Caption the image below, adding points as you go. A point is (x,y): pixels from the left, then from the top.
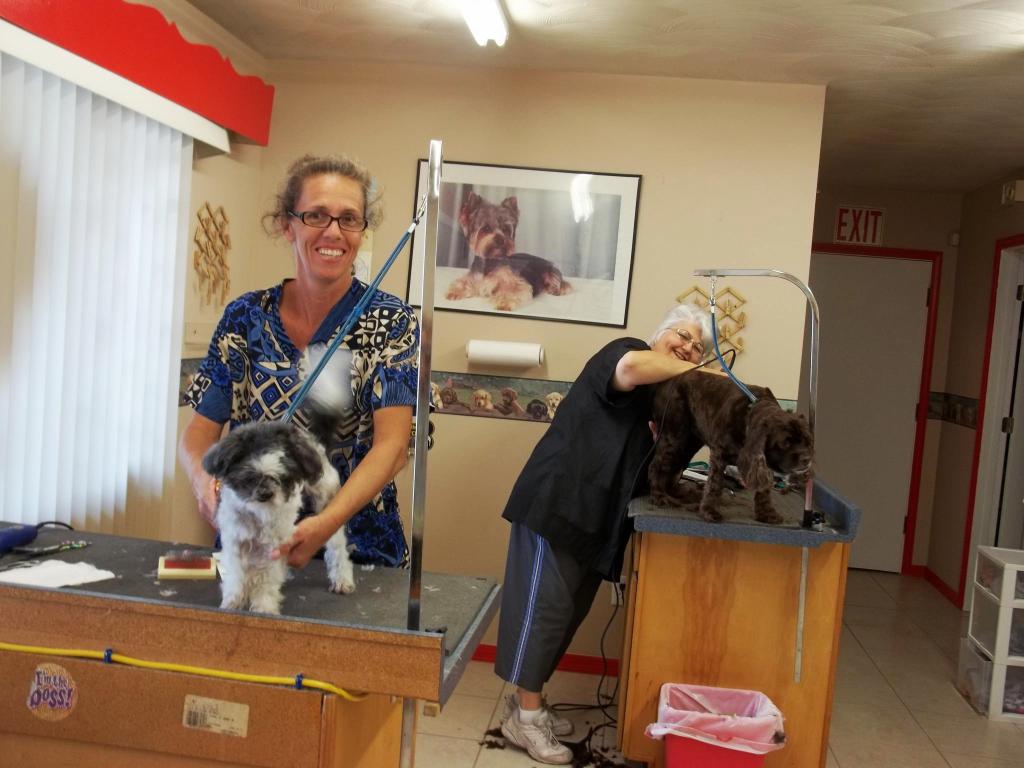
In this image i can see 2 women (319,238) standing and smiling, both of them are holding dogs (291,475) which are on the table (693,580), On the table (350,630) i can see a brush (204,576), a paper (81,578) and the trimmer (12,532). I can see a bin (710,740) at the side of the table (653,691). In the background (55,233) i can see a window blind (92,275), the wall (303,128), a decoration (222,246) and the photo frame (530,239). To the right of the image (875,293) i can see a door (884,356) and a sign board (866,234).
